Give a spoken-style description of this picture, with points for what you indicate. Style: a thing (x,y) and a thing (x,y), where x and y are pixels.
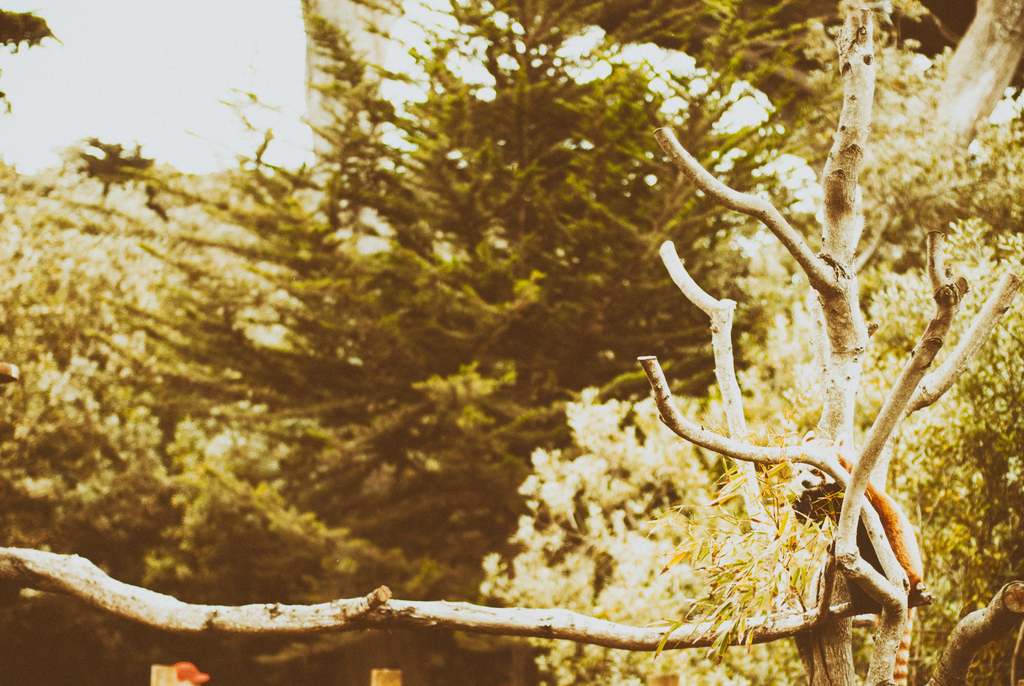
In this picture we can see an animal (902,559) on a branch (858,620), trees (538,141) and in the background (88,14) we can see the sky (192,120).
